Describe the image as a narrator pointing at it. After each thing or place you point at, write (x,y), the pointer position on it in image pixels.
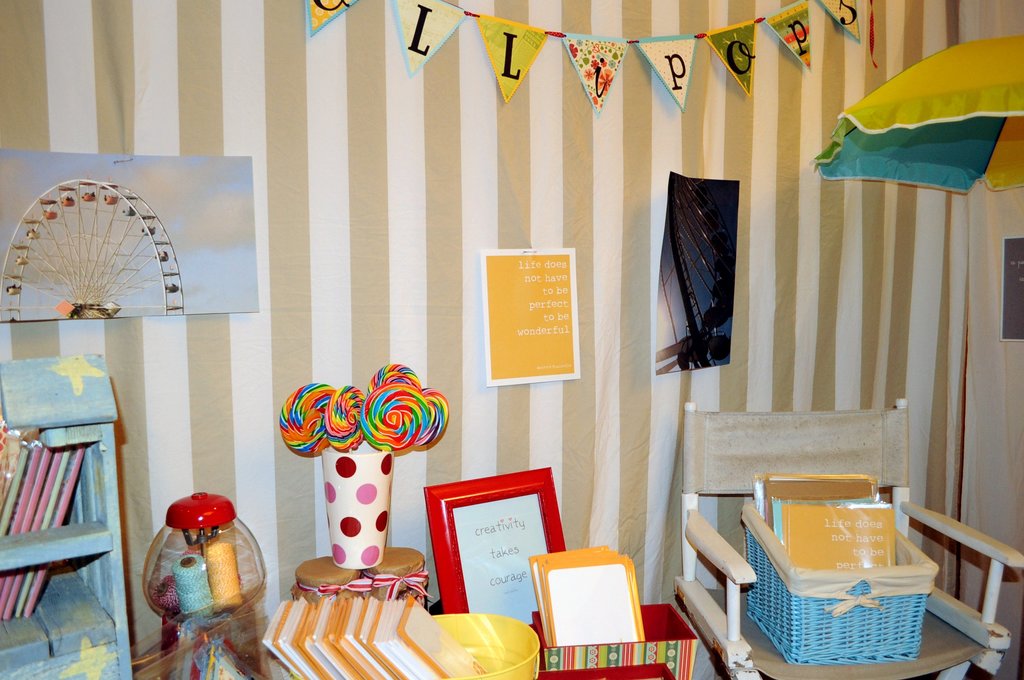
In this image there is book shelf (105,379), a poster (242,301) on the wall (71,134) in the left corner (28,388). There is a poster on the wall (956,302) and umbrella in the right corner (1000,188). There is a chair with an object (758,498) on it, candies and some objects (458,503) on the table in the foreground (461,484). And there is a wall (914,224) with some posters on it in the background (795,396).
